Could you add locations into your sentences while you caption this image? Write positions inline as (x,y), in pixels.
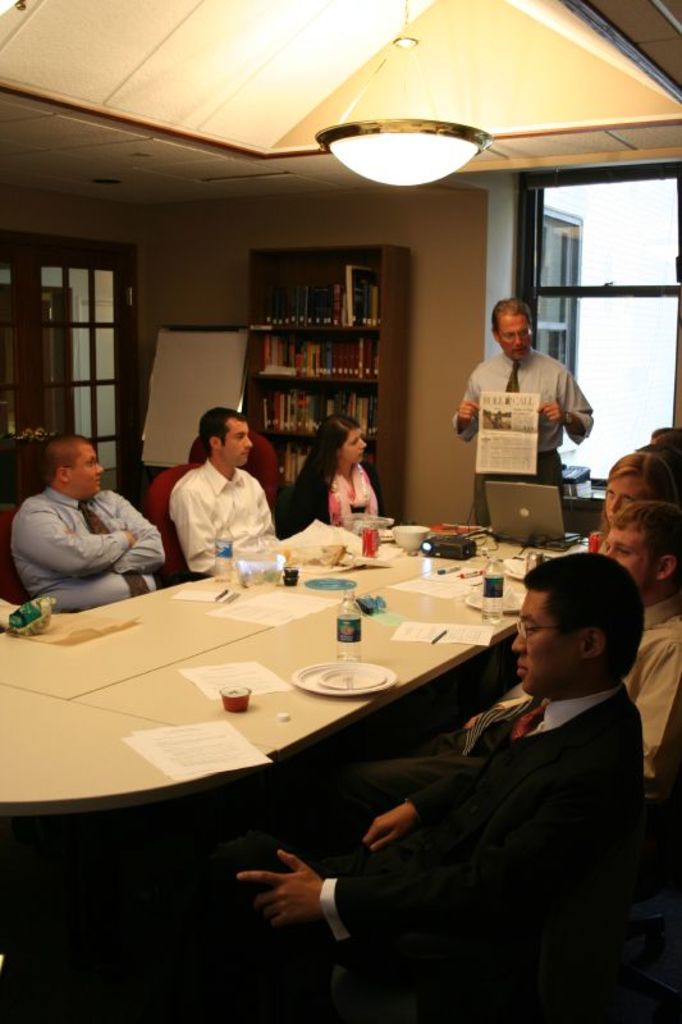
In this image I can see few people (469,761) sitting on chairs (647,845) around table (235,636), on the table (242,713) I can see few papers (231,608), few bottles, few plates (337,581) and few other objects (343,542). I can see a projector (438,553) and a laptop (518,532) on the table (435,568) in the background (542,377) I can see a person (551,421) standing and holding a paper (501,433), the wall (460,339), the books rack (397,276), a board (234,342), light (388,136) and window (590,340).
